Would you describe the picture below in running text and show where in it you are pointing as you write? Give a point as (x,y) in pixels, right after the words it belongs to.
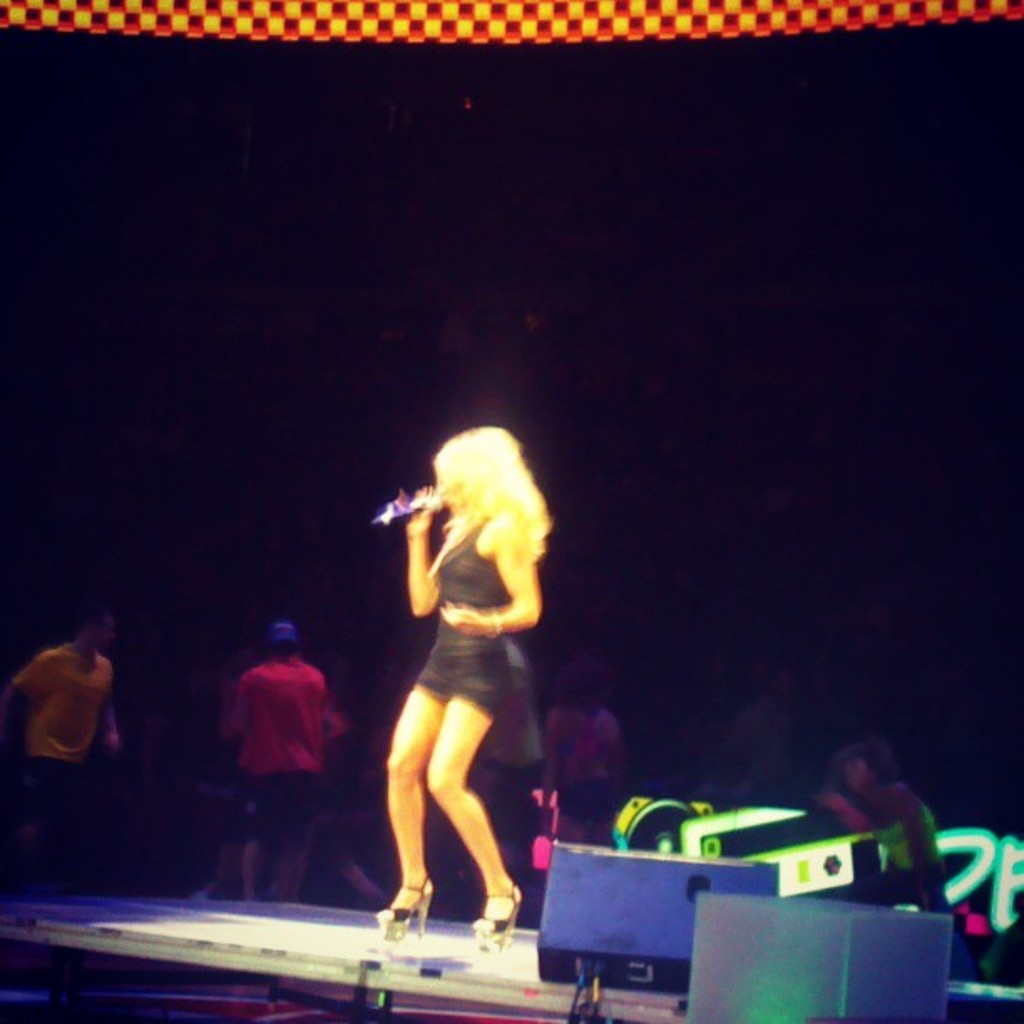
In this picture I can see a woman (453,736) standing on the dais (333,949) and singing with the help of a microphone (406,513) and I can see few people (605,764) standing in the back (42,657) and I can see dark background (584,191) and looks like speakers (706,883) on the dais (130,920).
